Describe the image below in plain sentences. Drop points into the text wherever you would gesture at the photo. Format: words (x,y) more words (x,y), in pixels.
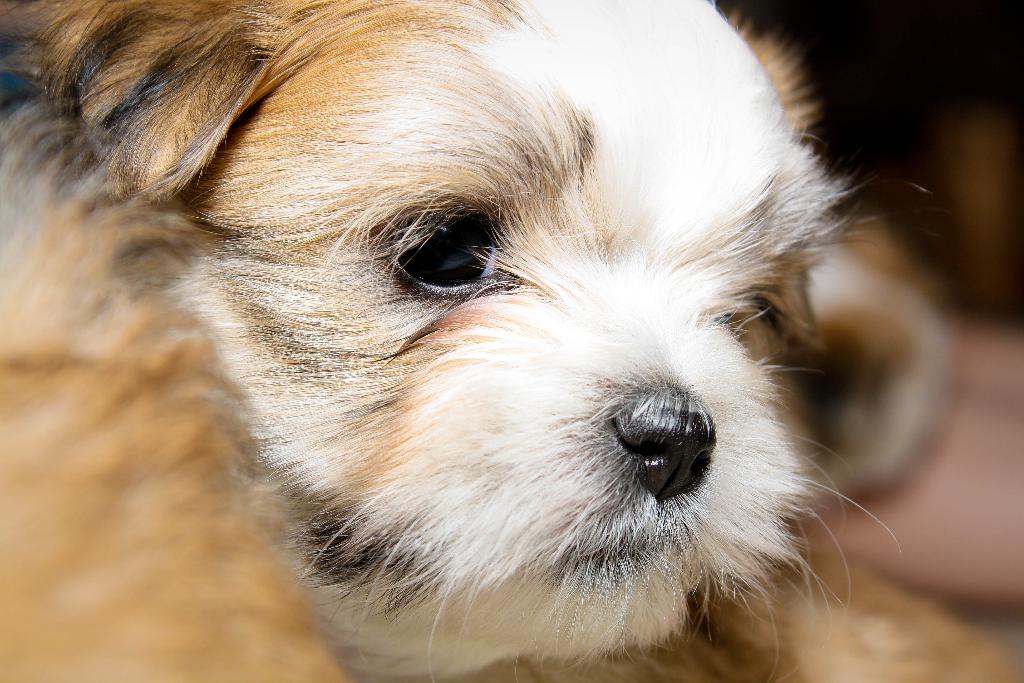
In this image we can see a dog's face (664,374), which is white and cream in color.
